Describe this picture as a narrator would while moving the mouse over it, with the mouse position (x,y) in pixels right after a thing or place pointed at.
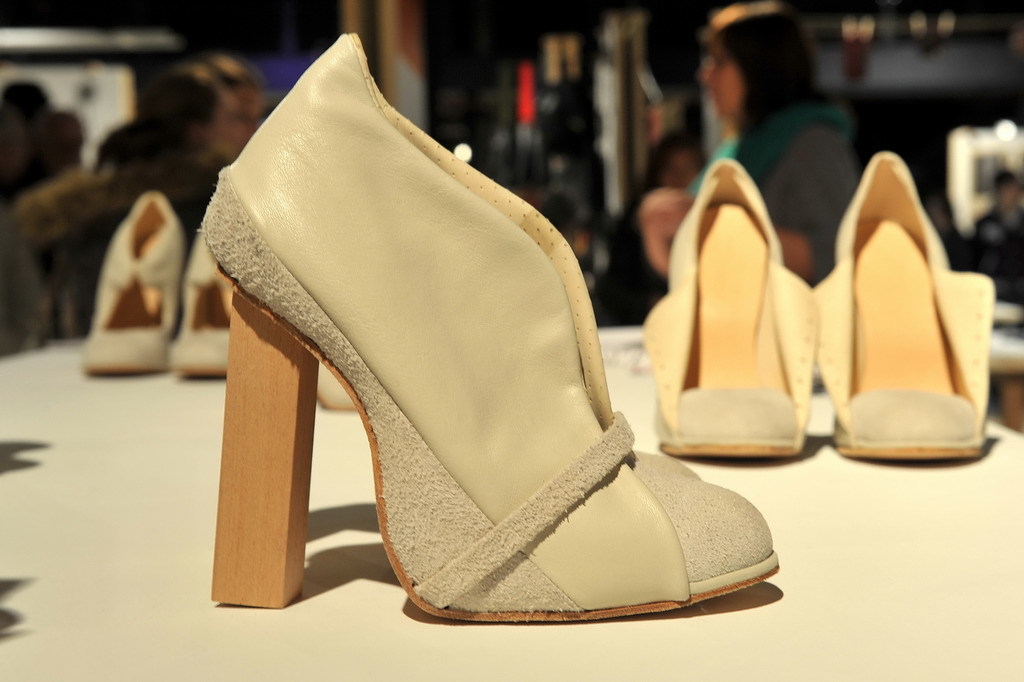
In this image I can see few pairs of foot wear (648,472) and they are in brown and gray color and I can see the blurred background (682,16).
